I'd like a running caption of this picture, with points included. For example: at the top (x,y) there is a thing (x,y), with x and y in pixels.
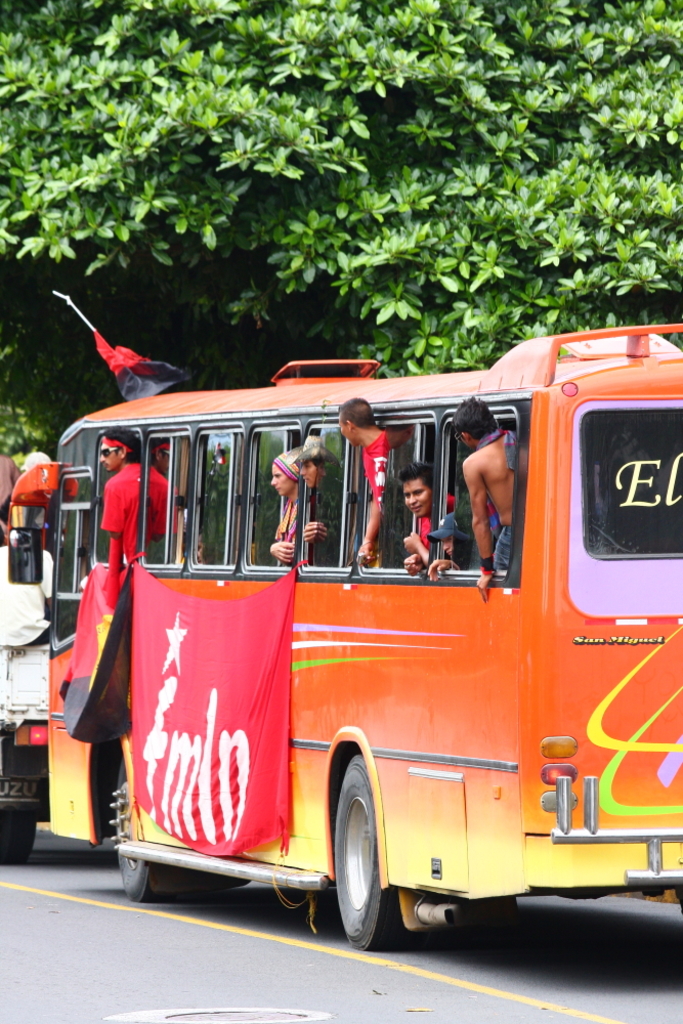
In this picture we can see few vehicles (325,545) on the road (303,958), and we can find few people (315,533) in the bus (199,576), in the background (217,238) we can find few trees (399,169), and also we can see flags (272,712).
